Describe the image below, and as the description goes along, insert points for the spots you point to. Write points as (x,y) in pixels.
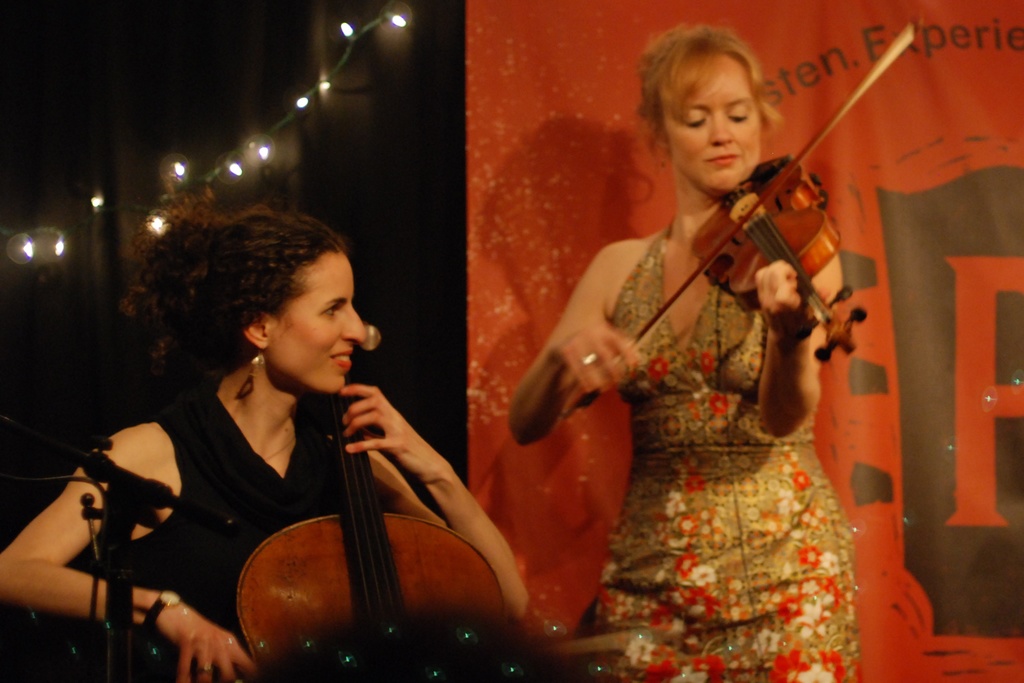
In this picture, on the left corner of the picture (199,450), woman (246,472) wearing black dress (213,488) is holding cello (327,579) in her hands (425,465) and she is smiling. Beside her, woman (748,446) in green and red dress (770,482) is holding violin (813,204) in her hand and she is playing it. Behind her, we see a sheet (548,142) which is red in color.
